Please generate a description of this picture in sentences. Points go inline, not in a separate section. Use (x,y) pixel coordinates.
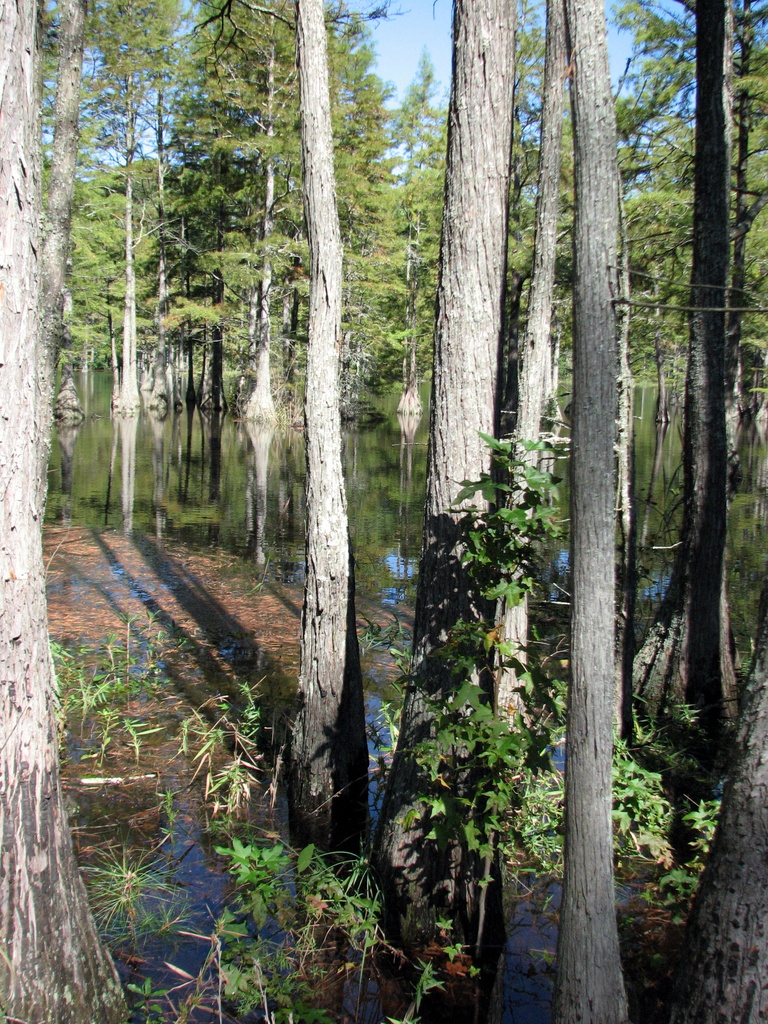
In this picture I can see plants (554,795), water (418,546), trees (505,84), and in the background (529,77) there is sky (537,86).
